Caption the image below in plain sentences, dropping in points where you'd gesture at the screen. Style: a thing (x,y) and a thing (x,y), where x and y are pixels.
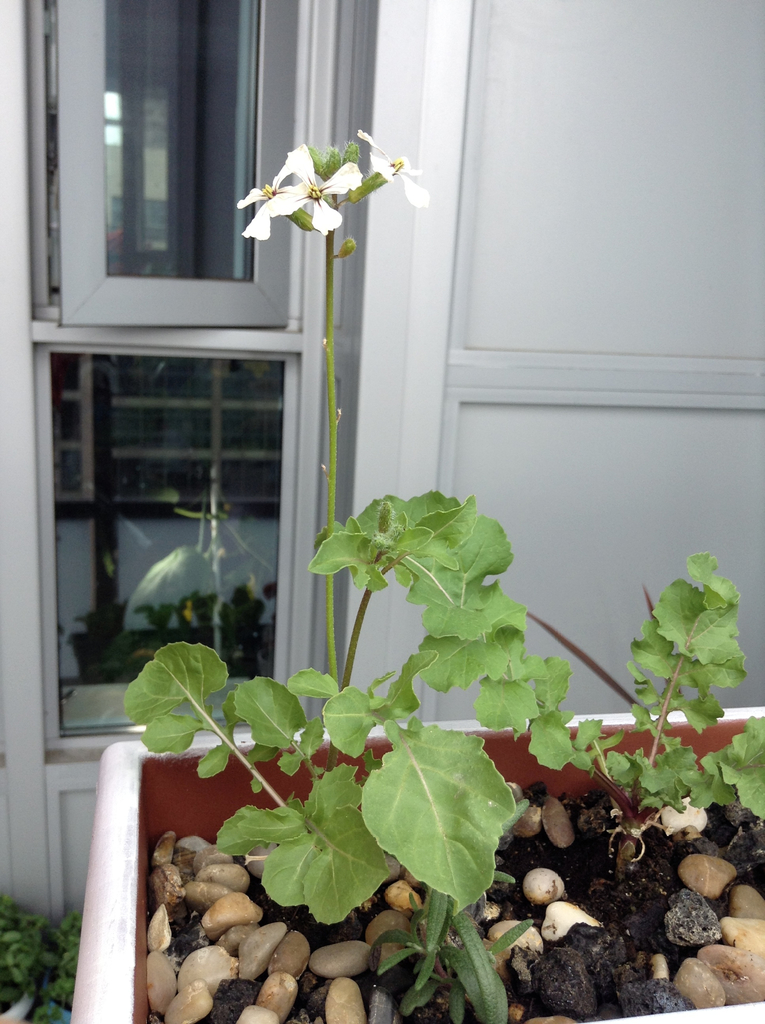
In the picture we can see a house plant (475,743) under it we can see some stones (592,966) and behind it, we can see a door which is white in color and beside it we can see a window (141,541) with a glass (88,511) to it.
